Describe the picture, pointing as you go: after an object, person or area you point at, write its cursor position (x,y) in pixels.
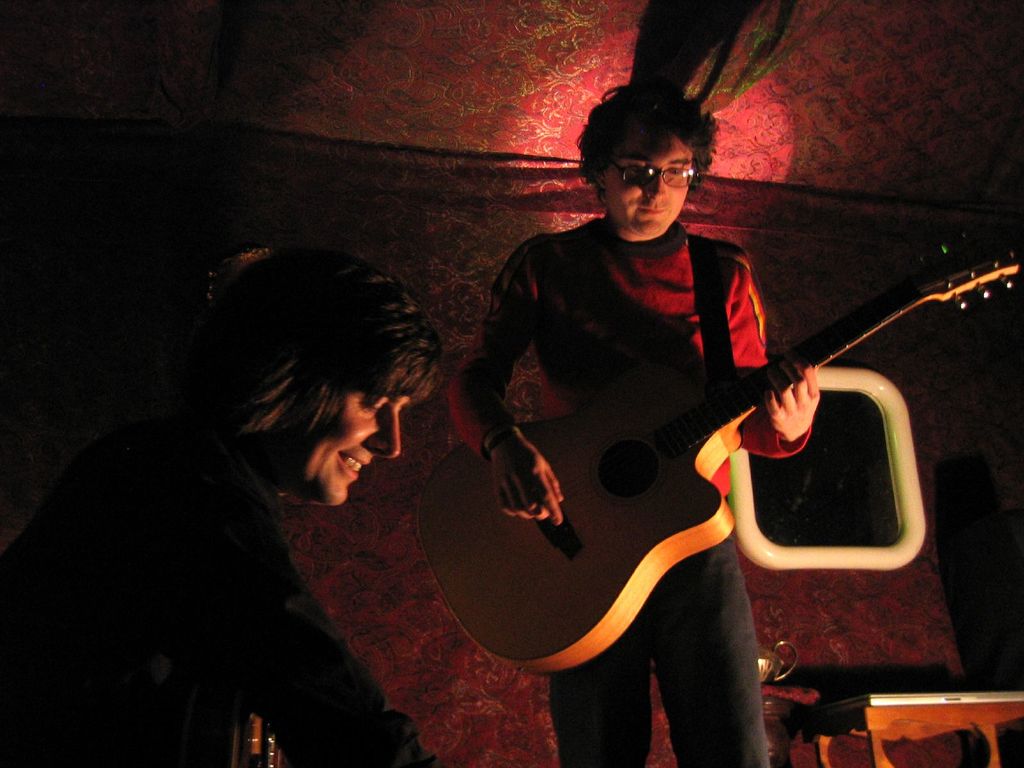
In this image there are two persons (550,474). The man (793,433) is holding a guitar (731,532). At the back side (758,546) there is a mirror (815,506).
